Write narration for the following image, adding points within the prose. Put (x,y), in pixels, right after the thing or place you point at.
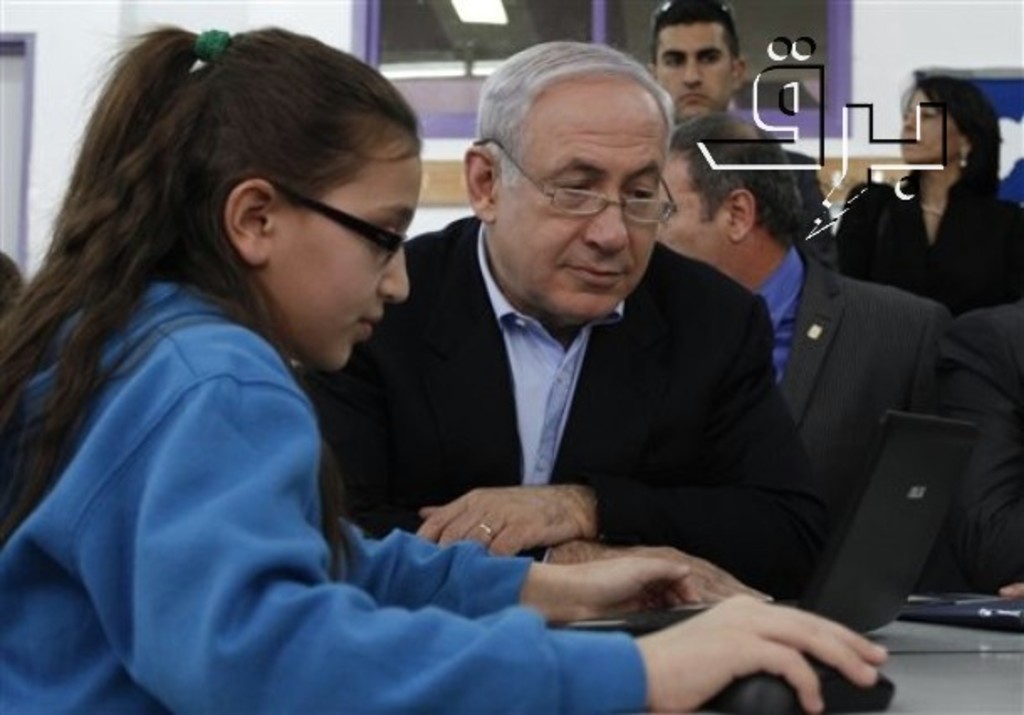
In the image we can see there are people (607,447) sitting and behind there are others (911,91) standing. In front (166,599) there is a girl (617,634) holding mouse (756,693) in her hand (795,669).
